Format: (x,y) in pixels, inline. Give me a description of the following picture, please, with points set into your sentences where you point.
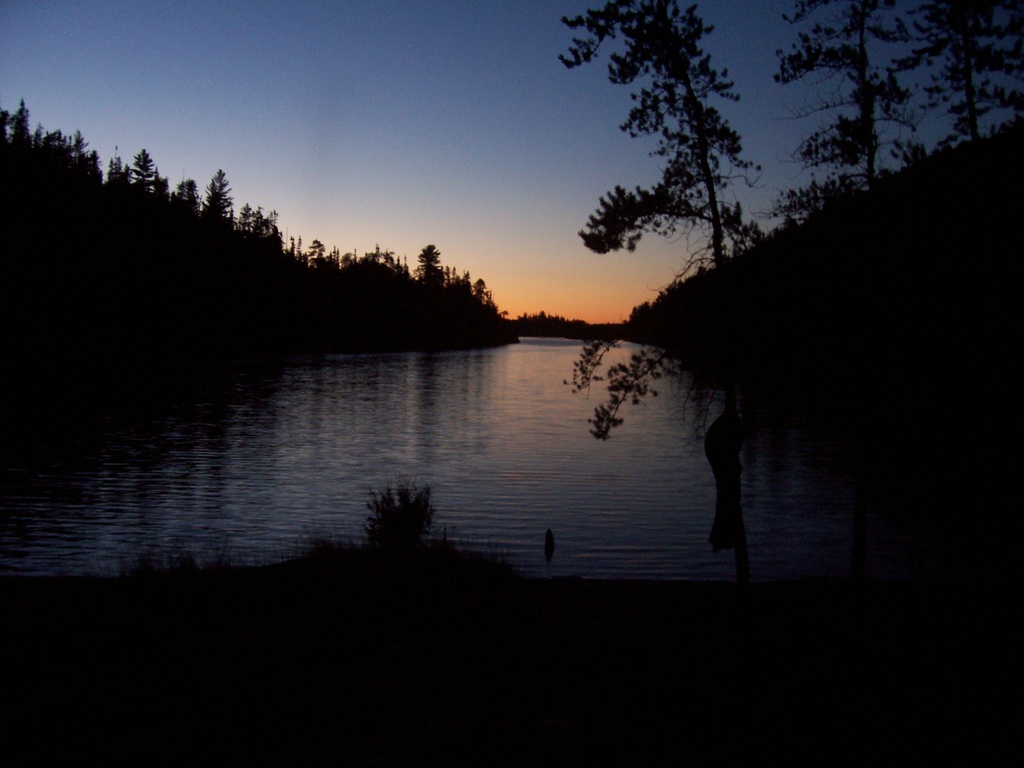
Here we can see water (405,413). Beside this water (404,430) there are trees (453,329). Sky (448,144) is in blue color.
